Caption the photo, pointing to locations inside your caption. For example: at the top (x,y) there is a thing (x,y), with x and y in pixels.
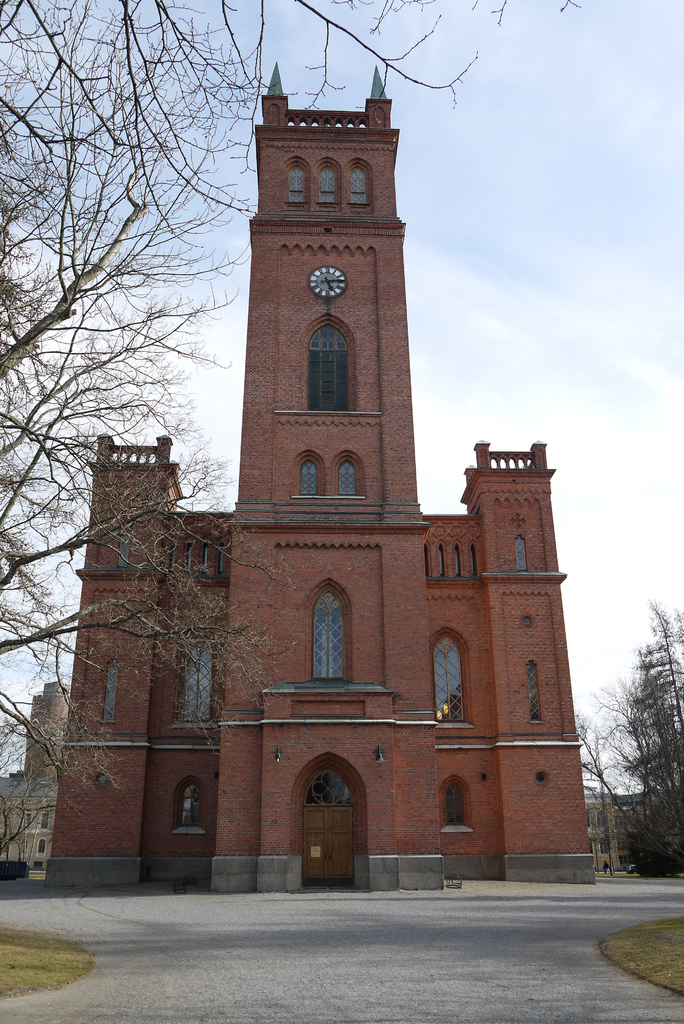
This picture shows a building (363,137) and we see a clock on it and we see few buildings (593,793) on the side and few trees (637,814) and a blue cloudy Sky (414,168).
